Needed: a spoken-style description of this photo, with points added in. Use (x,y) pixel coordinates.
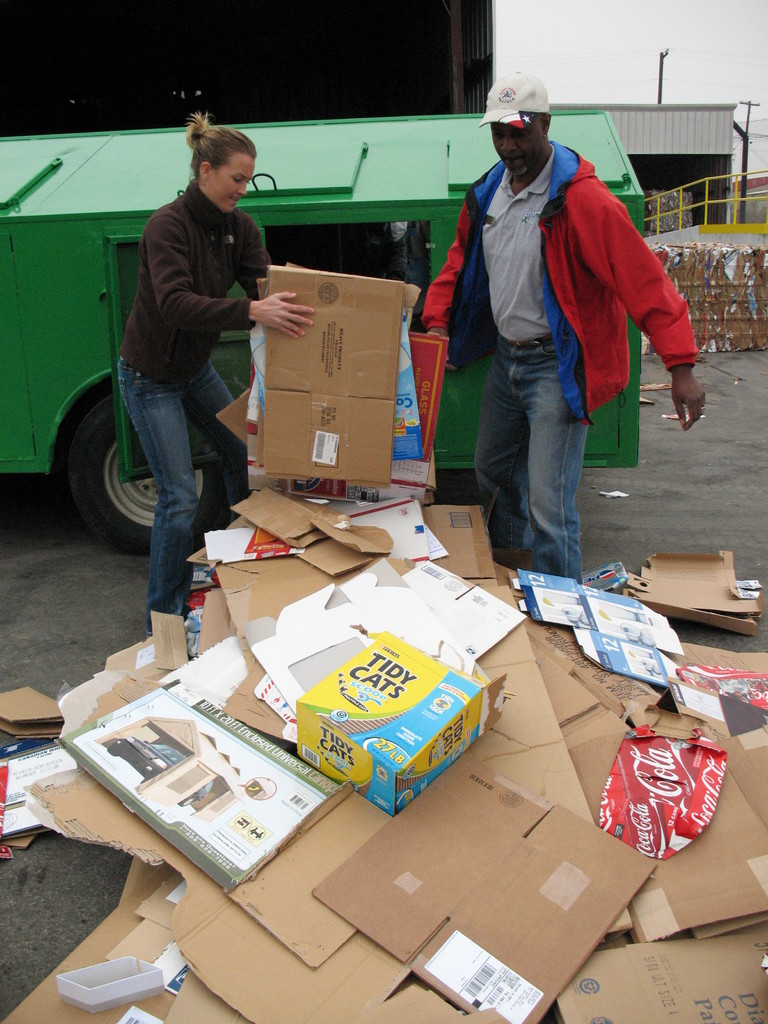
In this image I can see number of carton papers (271,536) on the ground (117,594). I can also see two persons (484,330) are standing and I can see one of them is holding few carton papers (358,492). In the background (89,270) I can see a green colour vehicle (446,125), two buildings (722,205), the iron fence (735,183), two poles (660,100) and the sky (605,54). I can also see something is written on these papers (346,696).
